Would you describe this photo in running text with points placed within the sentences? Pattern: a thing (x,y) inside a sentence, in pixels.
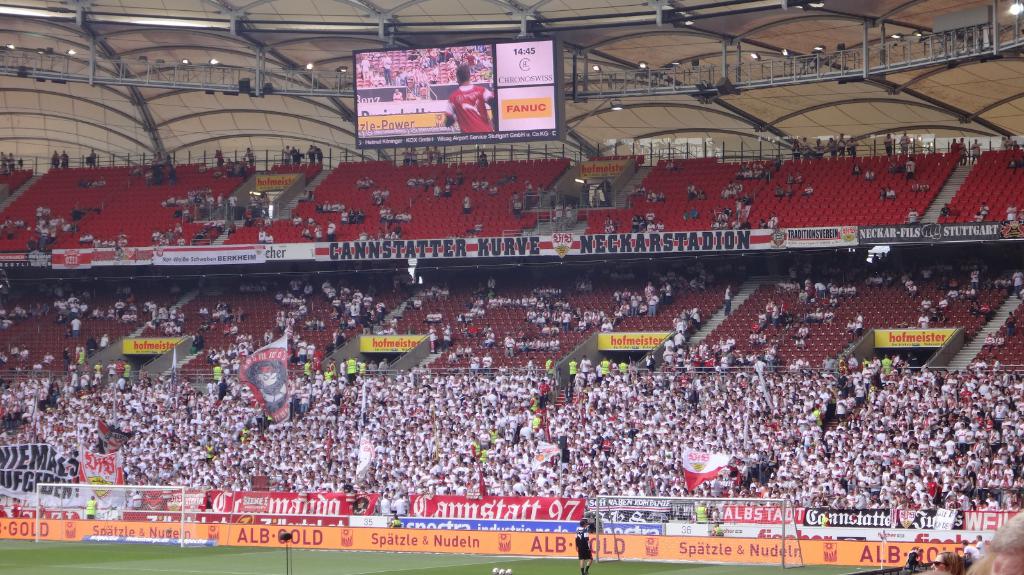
In this image there are two goal posts (689,533) on the ground (398,563) and there is a player (580,529) standing in front of the goal post (603,528). Behind the goal post (739,499) there are spectators (402,382) watching the game from the stands (506,307). At the top of the image (478,99) there is a screen (432,114) and focus lights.
